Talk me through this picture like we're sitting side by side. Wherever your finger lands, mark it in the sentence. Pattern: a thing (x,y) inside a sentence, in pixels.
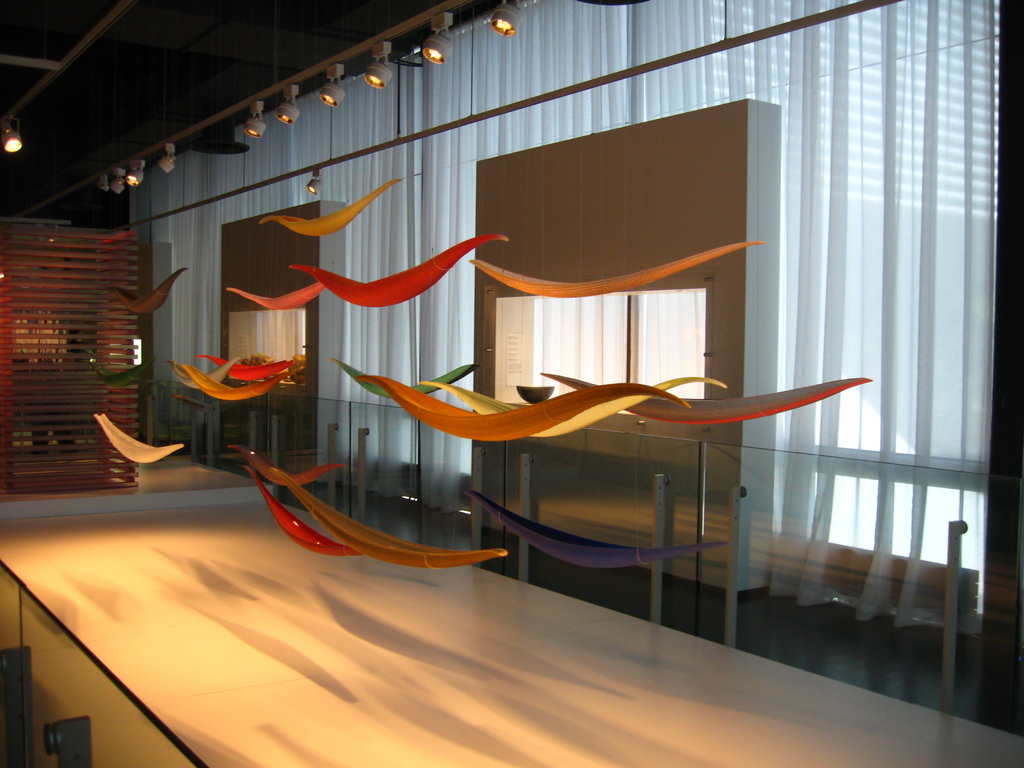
In this image we can see the inside of a gallery (509,731). There are few objects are hanged to the roof (155,154). There is a glass barrier (748,589) in the image. There is a curtain (543,349) in the image. There is a wooden object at the left side of the image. There are many lights (169,167) in the image.
